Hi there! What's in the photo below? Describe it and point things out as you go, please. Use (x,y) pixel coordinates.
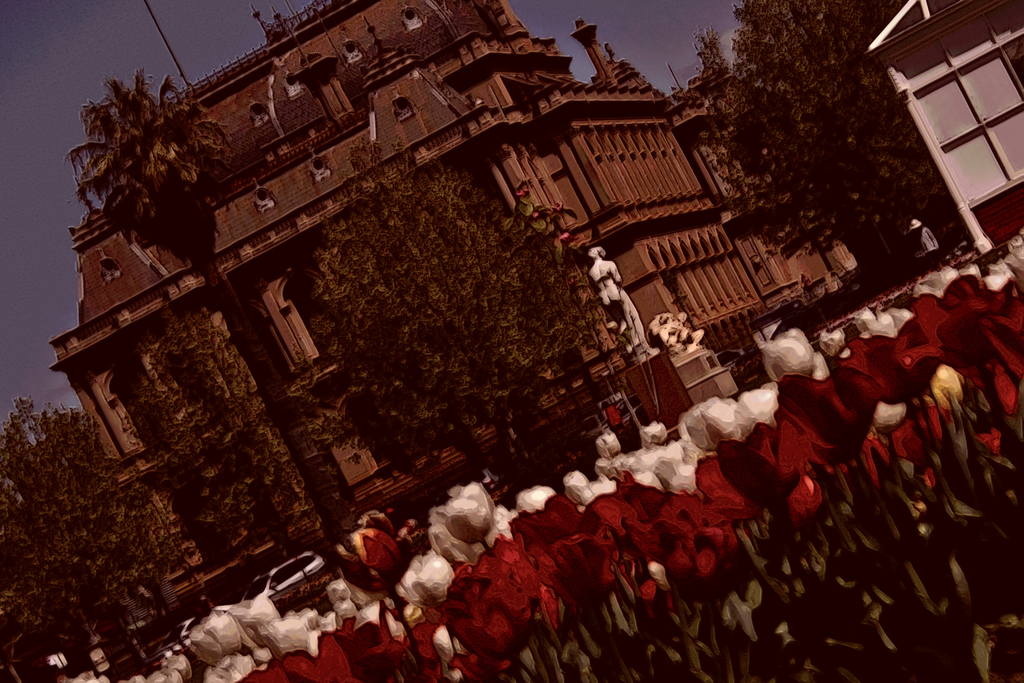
In this image I can see number of flowers (663,494) in the front (713,523). In the background (265,554) I can see few trees (56,574), a building (619,229), a sculpture (592,255) in the centre (623,320) and on the left side of this image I can see few vehicles (283,563). I can also see this image is little bit edited.
